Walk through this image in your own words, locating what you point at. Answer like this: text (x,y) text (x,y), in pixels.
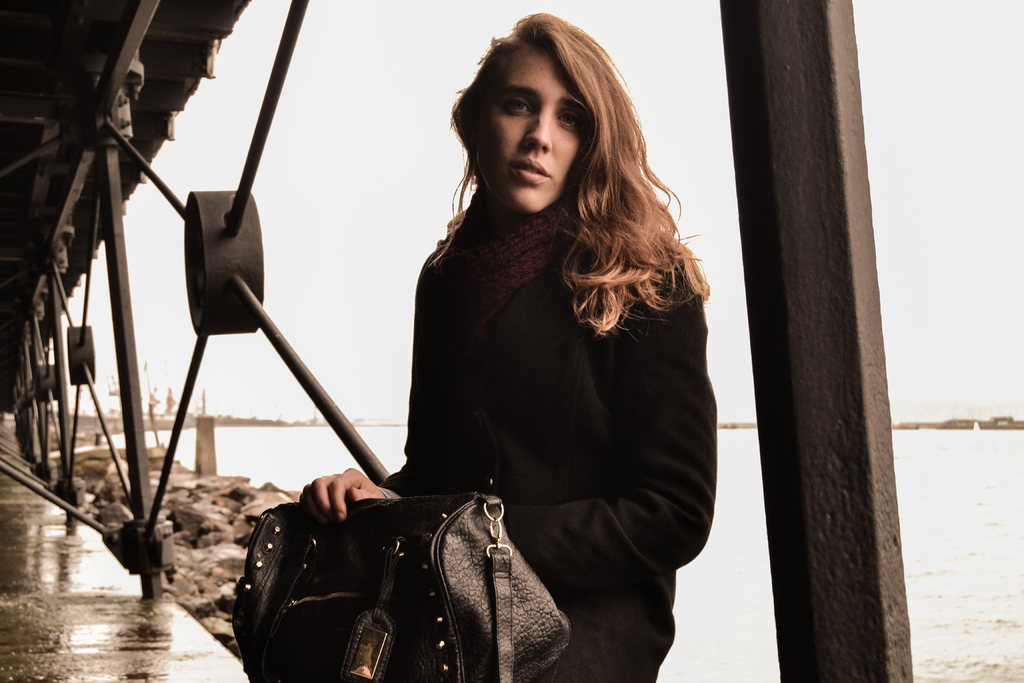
In this image there is a woman (649,480) who is wearing a black coat (584,370) and holding a black purse (407,607) and there is a pole (840,302) and is a path (70,589) there are some rods (92,521) of black color and there is a water (921,491) in the river (909,494).
